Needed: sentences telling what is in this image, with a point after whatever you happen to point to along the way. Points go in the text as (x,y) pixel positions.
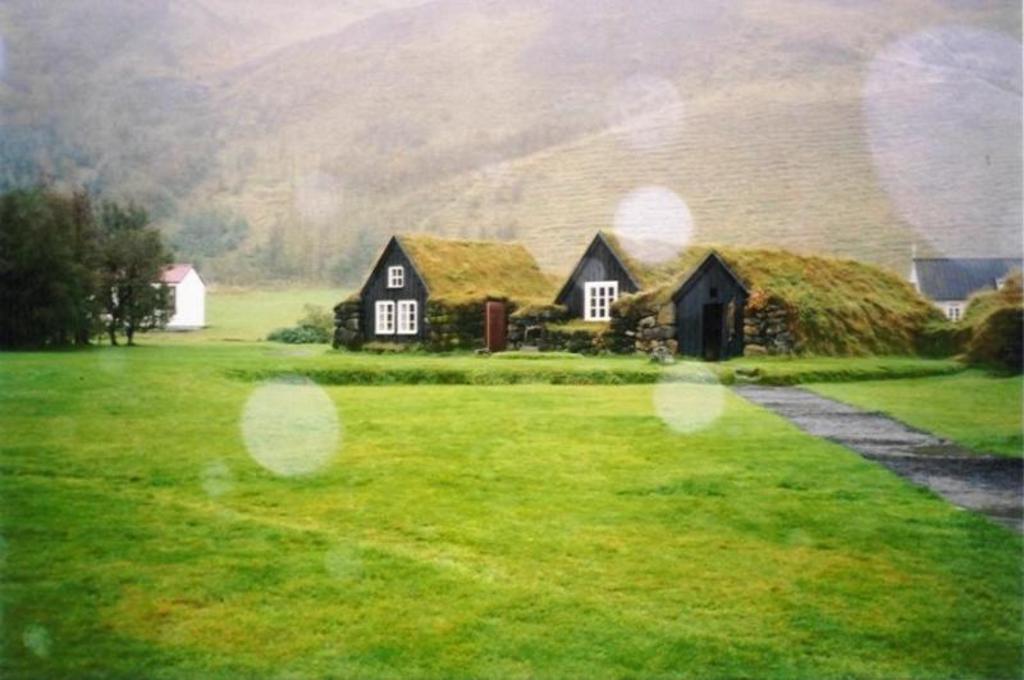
In the center of the image (448,306) there are buildings (601,274). There are Trees (61,303). At the bottom of the image (523,573) there is grass (586,507) on the surface (588,496). On the right side of the image (910,466) there is a road (946,478) and the background of the image (783,125) is blur.
